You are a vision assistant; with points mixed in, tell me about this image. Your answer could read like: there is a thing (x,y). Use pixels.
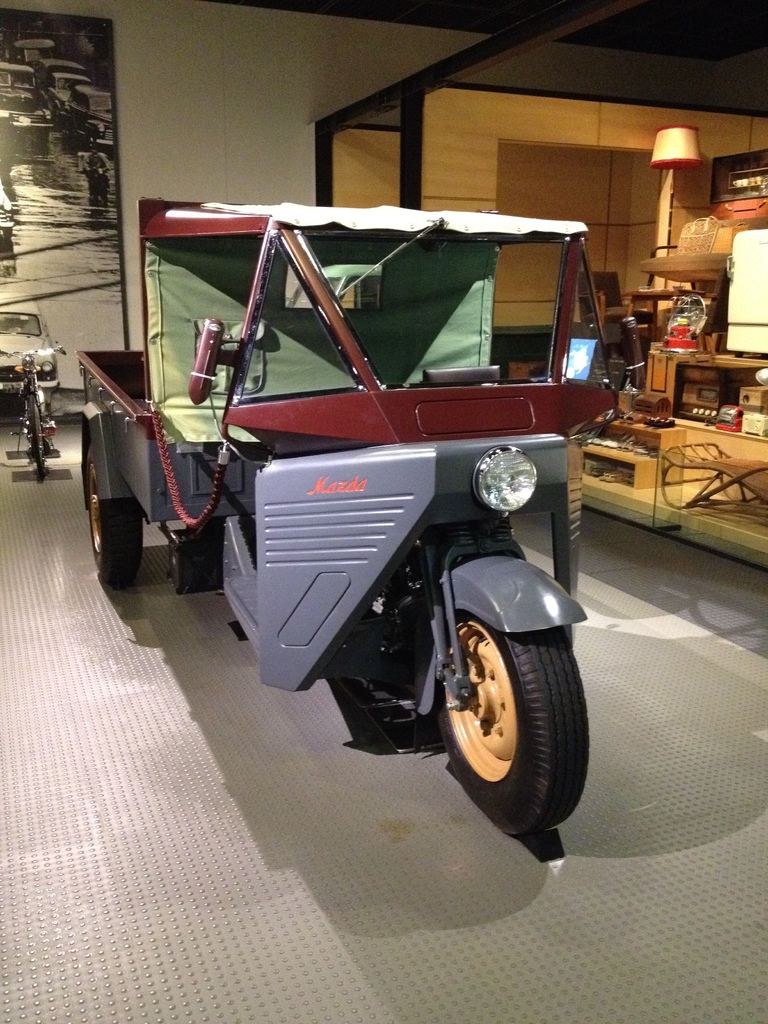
In this picture I can see vehicles (601,382). There are bags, lamp (686,125) and some other objects (756,297), and in the background (459,97) there is a board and a wall (459,96).
